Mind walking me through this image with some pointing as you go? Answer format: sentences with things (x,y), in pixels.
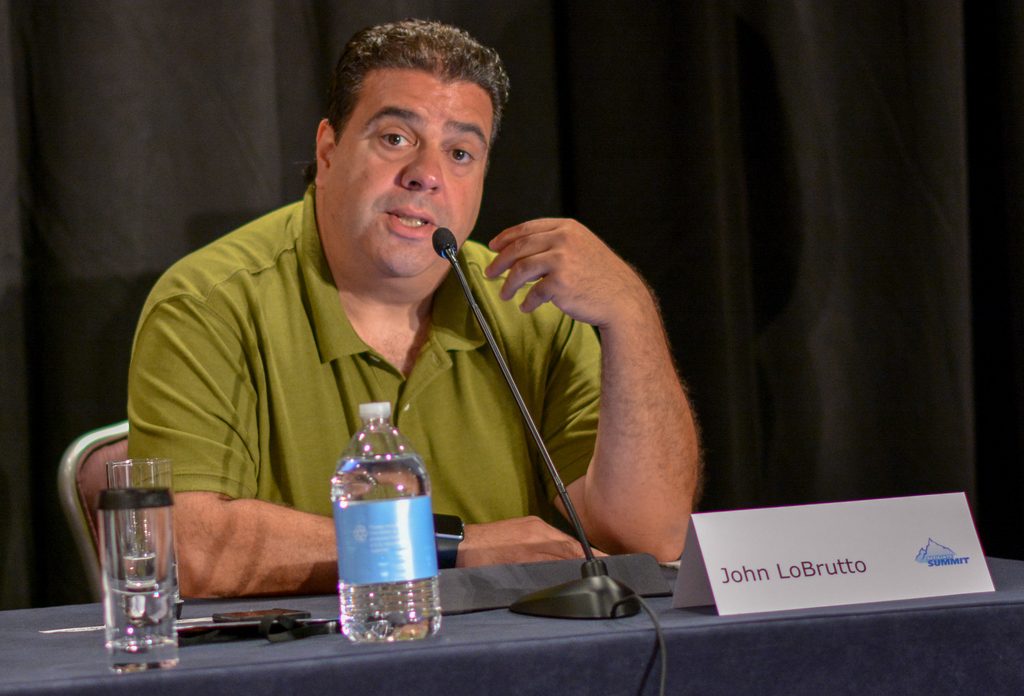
A man (511,233) is speaking with mic (467,286) in front him sitting at a table (237,604).
